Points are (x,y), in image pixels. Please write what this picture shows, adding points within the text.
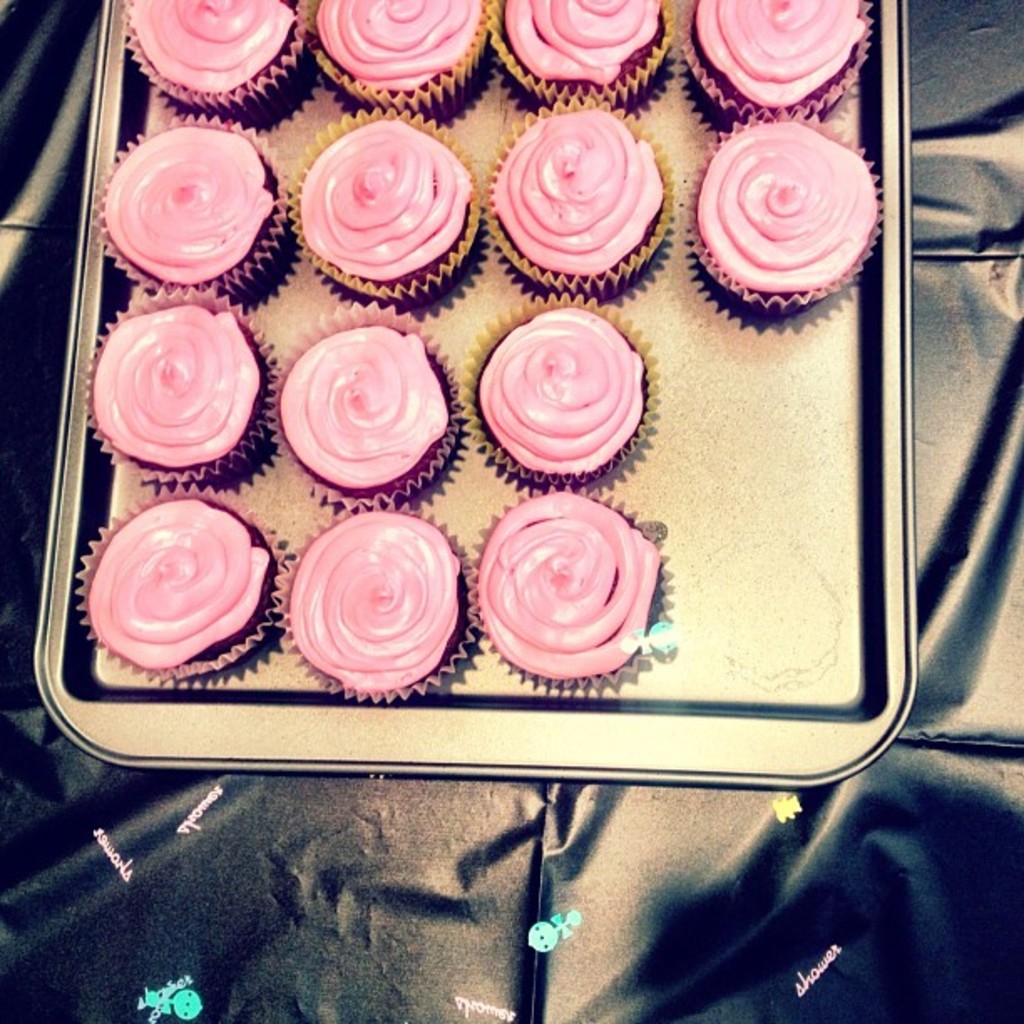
In the center of the image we can see one black color object (336,907) with some text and some stickers (545,926) on it. On the black color object (642,792), we can see a tray (105,48). In the tray (699,290), we can see a few cupcakes (323,465).
